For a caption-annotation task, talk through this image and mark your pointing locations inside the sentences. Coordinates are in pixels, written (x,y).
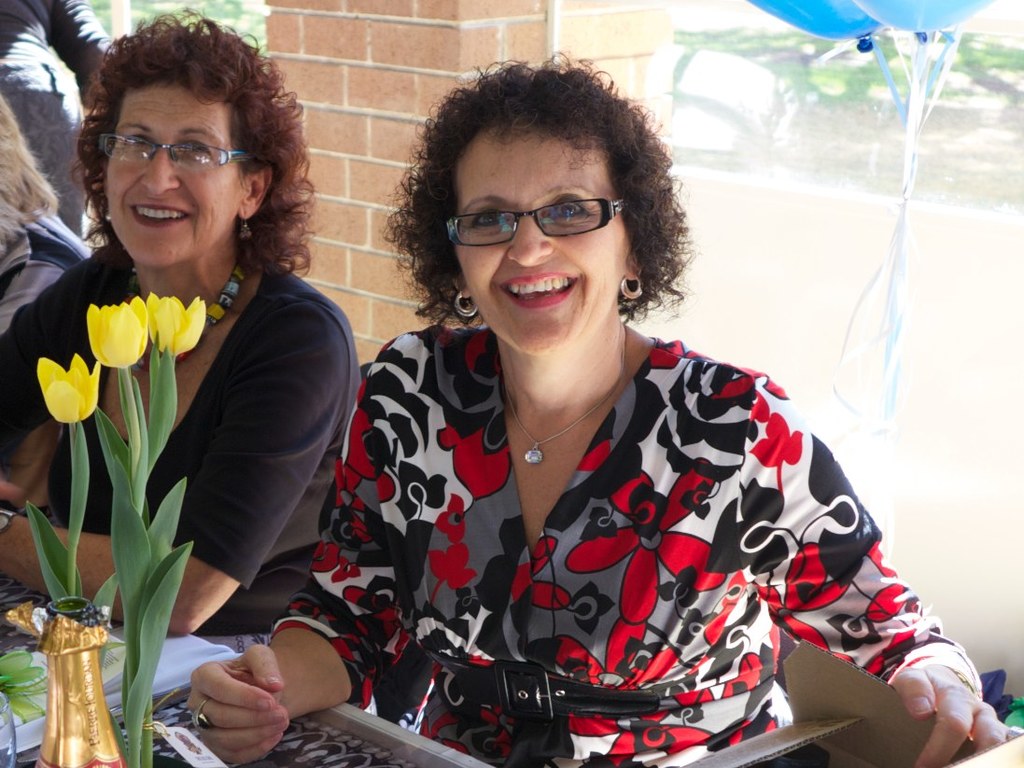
In this image there are two women (136,231) seated on chairs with a smile on their face (512,234), in front of them on the table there is a bottle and plant (98,360) with flowers (182,337), behind them there is a brick wall (402,42) with a glass window (696,81).
